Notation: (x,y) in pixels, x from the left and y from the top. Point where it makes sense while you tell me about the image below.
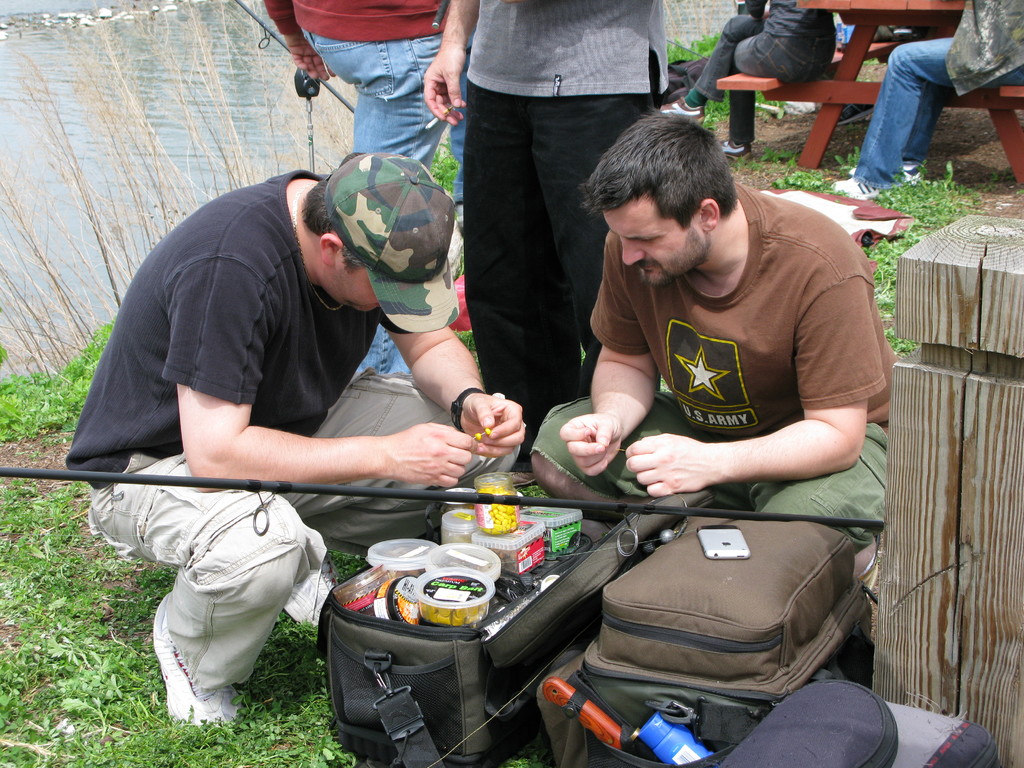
In this picture I can see number of people (381,282) in front (479,233) and I see the bags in front of these men (403,354) and on this bag (581,567) I see many things (465,554) and I see the grass (48,606). In the background (257,155) I see the water (232,114).
